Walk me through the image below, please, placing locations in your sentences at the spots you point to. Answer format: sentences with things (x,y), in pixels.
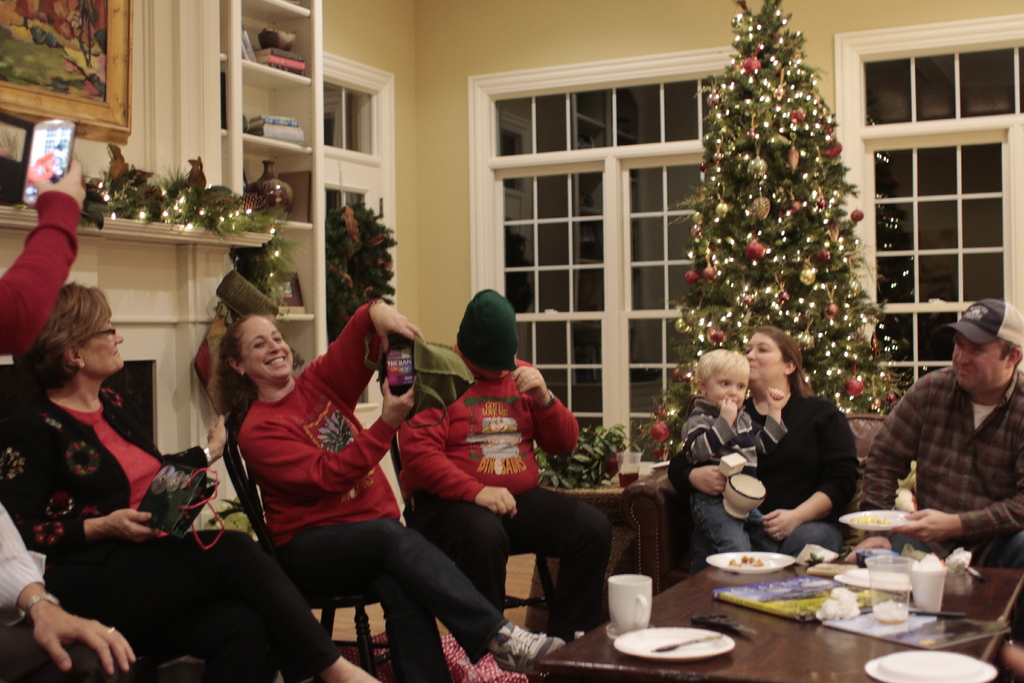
In this image we can see few people (432,433) are sitting on the chairs (883,419). We can see cups (627,610), plates (643,641), books (856,625) and tissues (849,606) on the table (960,597). In the background (99,37) there are photo frames (116,72) on the wall (139,113), shelves (296,247), Christmas tree (733,246) and glass windows (555,257).
